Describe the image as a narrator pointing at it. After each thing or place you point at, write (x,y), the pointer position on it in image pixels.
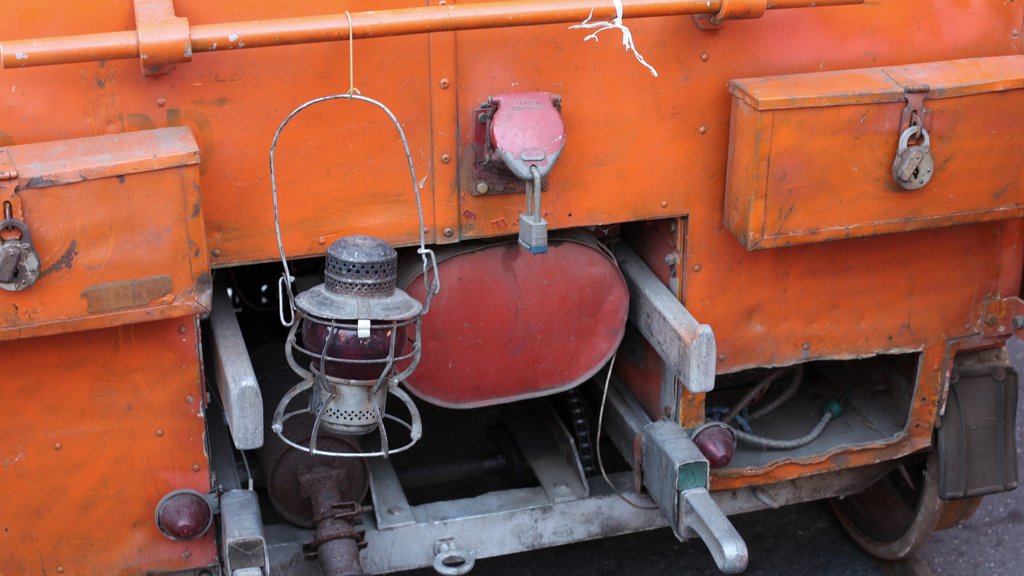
In this image there are boxes (737,163), lantern lamp (388,375), locks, rod (627,14) and objects (250,521).
